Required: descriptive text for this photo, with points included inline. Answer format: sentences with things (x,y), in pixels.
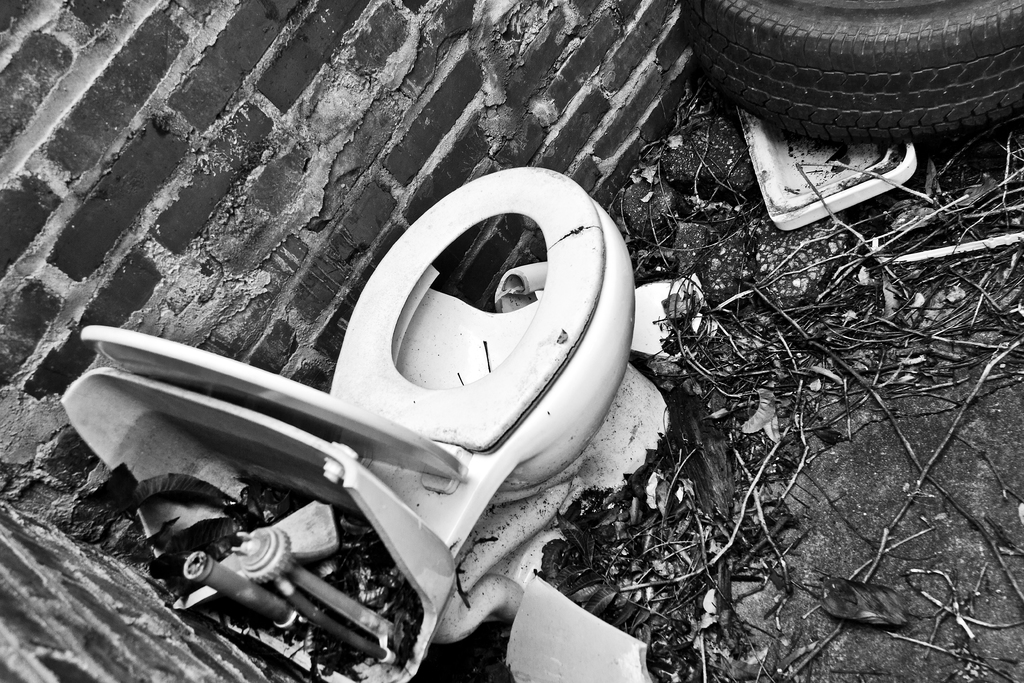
In this image I can see the black and white picture in which I can see a toilet seat (521,359), a tyre (895,28), few sticks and leaves (868,281) on the ground (902,418) and the wall (273,122) which is made up of bricks (130,573).
